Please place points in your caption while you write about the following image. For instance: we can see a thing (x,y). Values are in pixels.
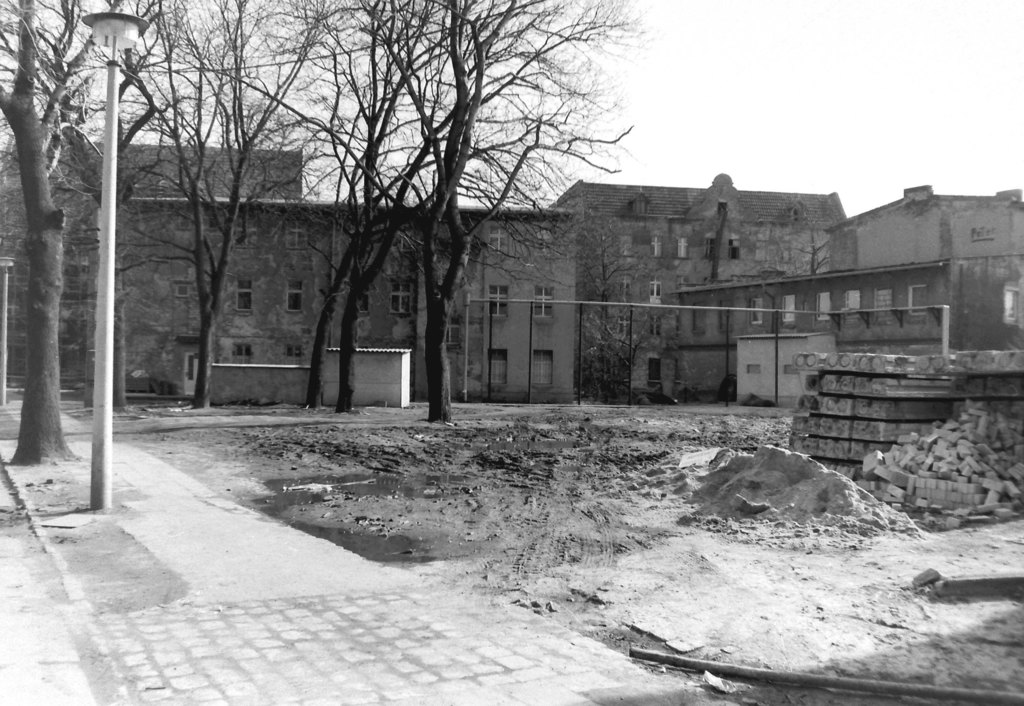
In this image we can see a black and white picture of a group of buildings (164,303), a group of trees (210,298), a light pole (104,450) and in the background (619,74) we can see some bricks (928,474) and the sky (882,123).
